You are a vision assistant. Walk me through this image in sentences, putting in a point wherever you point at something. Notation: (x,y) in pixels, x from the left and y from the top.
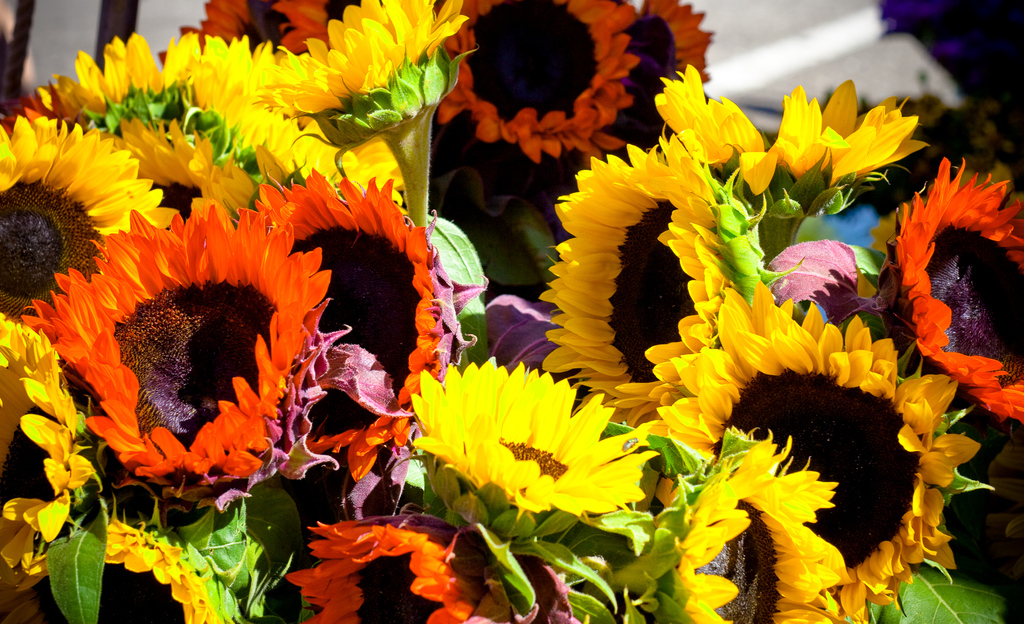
In this image I can see number of sunflowers (446,286). I can see color of these sunflowers (624,362) are orange and yellow.
